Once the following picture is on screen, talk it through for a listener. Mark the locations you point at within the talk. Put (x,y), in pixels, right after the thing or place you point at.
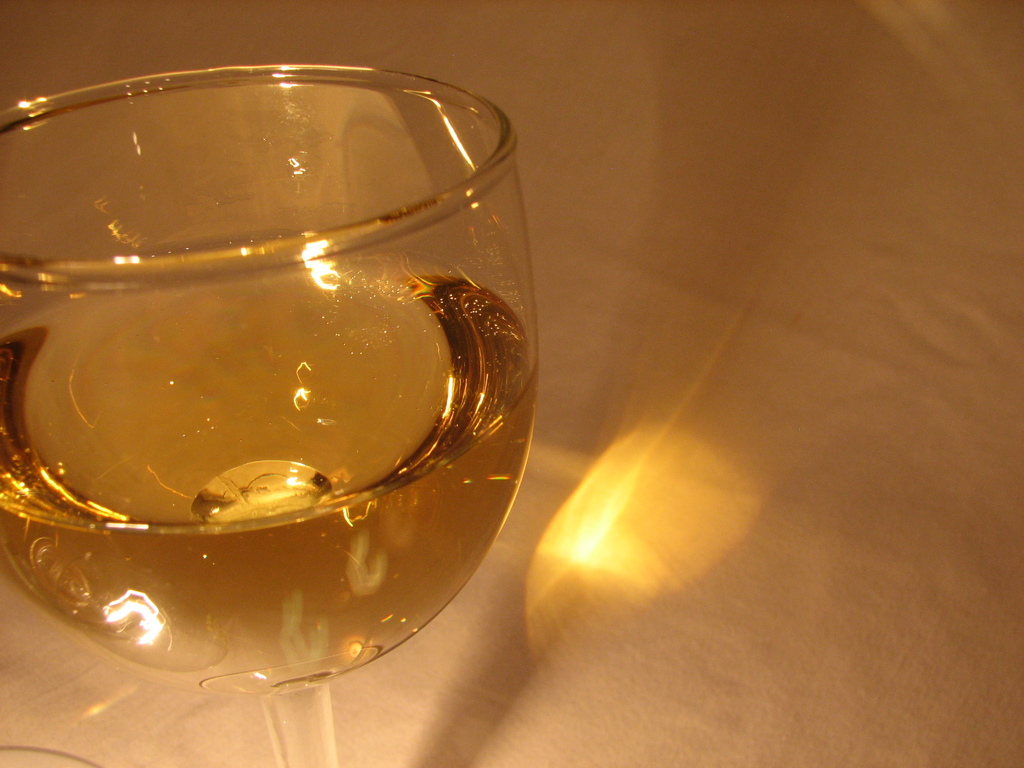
In this picture we can see a glass (66,391) with drink (96,401) in it and this glass (236,434) is placed on a platform (559,651).
